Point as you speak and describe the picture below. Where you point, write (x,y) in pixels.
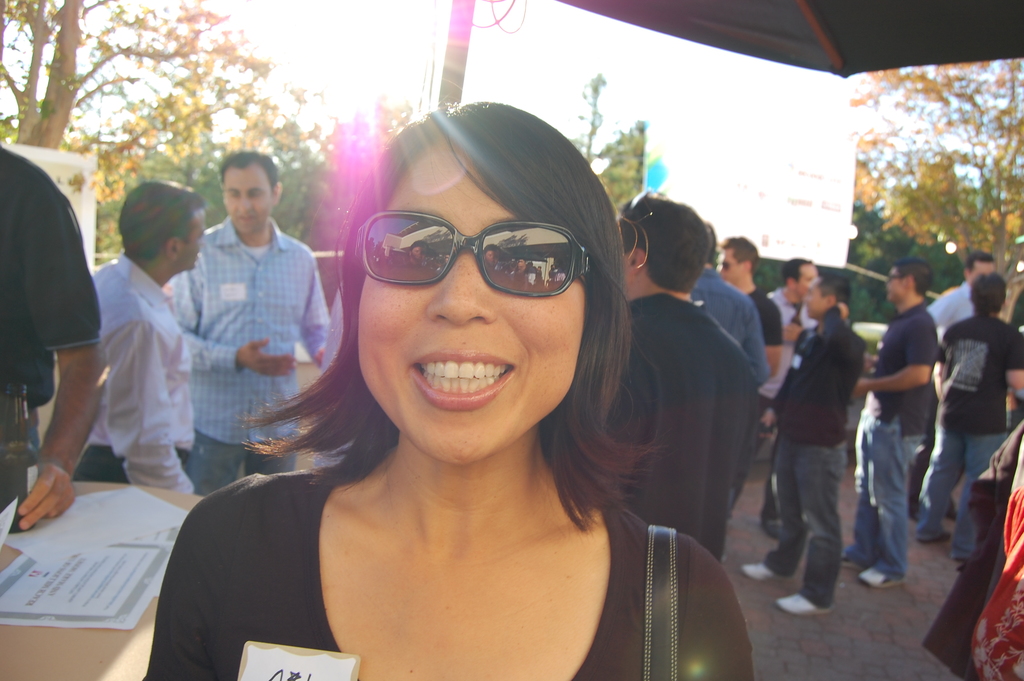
In this image I can see a woman (419,518) wearing black dress (316,512) and black goggles (410,247) is standing. In the background (248,342) I can see few other persons (250,321) standing on the ground (911,544), a brown colored table (77,660), few papers (79,564) on the table (61,662) and I can see few trees (136,128), the roof (874,22) and the sky (425,89).
